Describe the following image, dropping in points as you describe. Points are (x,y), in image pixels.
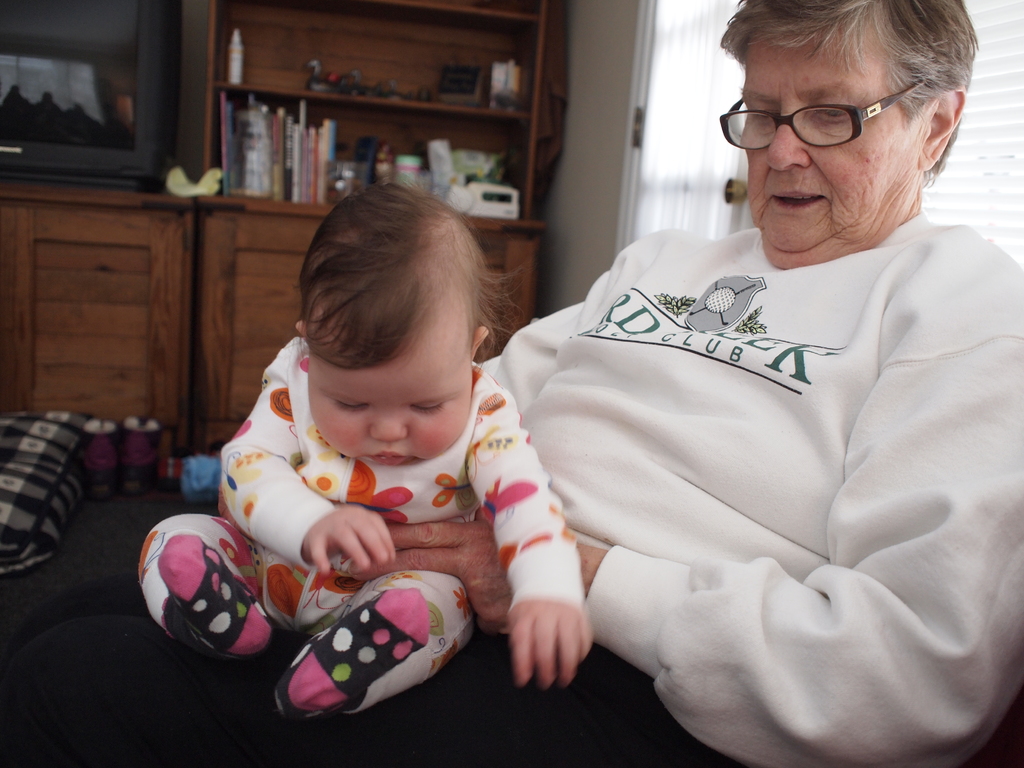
In this image I can see a woman (744,480) and I can see she is holding a baby (371,389). I can see she is wearing white colour dress (792,411) and a specs (813,107). On her dress (777,391) I can see something is written and I can see this baby (438,643) is wearing white colour dress (439,630). In the background (333,98) I can see a television (95,160) and number of things (231,125) on the shelves (275,93). On the left side of this image (4,474) I can see few stuffs (163,472) on the floor (50,588).
